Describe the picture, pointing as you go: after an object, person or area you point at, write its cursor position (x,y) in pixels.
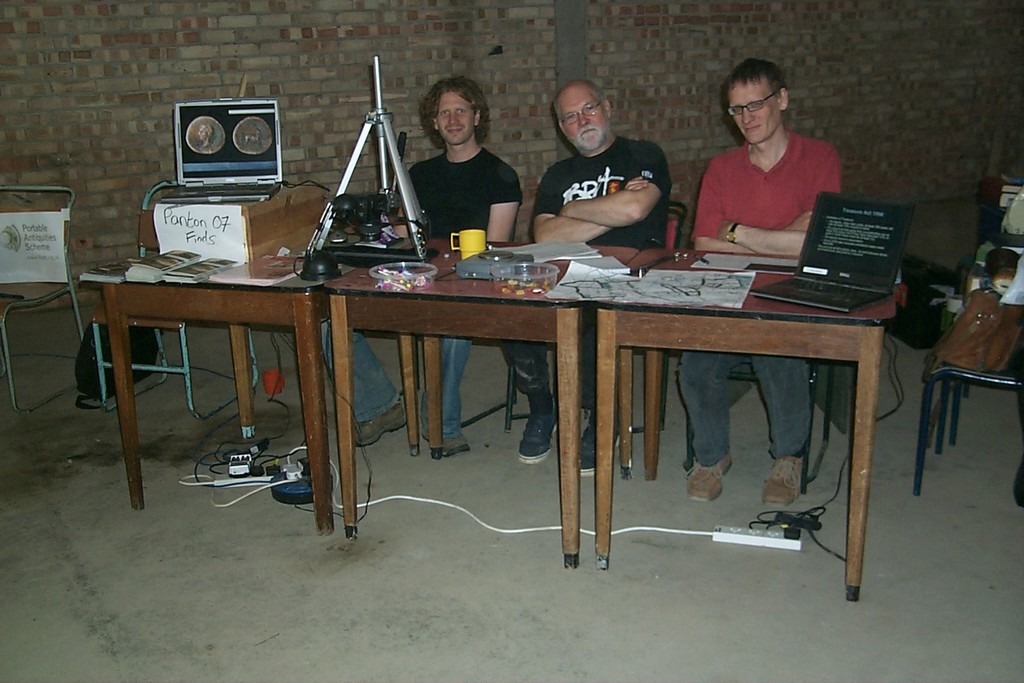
In this image there are three persons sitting on the chair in front of the table (781,323) on which laptop (829,287), box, papers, pen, camera stand (377,113), books (232,264) and so on kept. The background wall (724,135) is of bricks (360,71). On the floor (421,537) there are sockets (249,484) and wires (298,448) visible and boards (21,278) visible. This image is taken inside a hall (542,467).
